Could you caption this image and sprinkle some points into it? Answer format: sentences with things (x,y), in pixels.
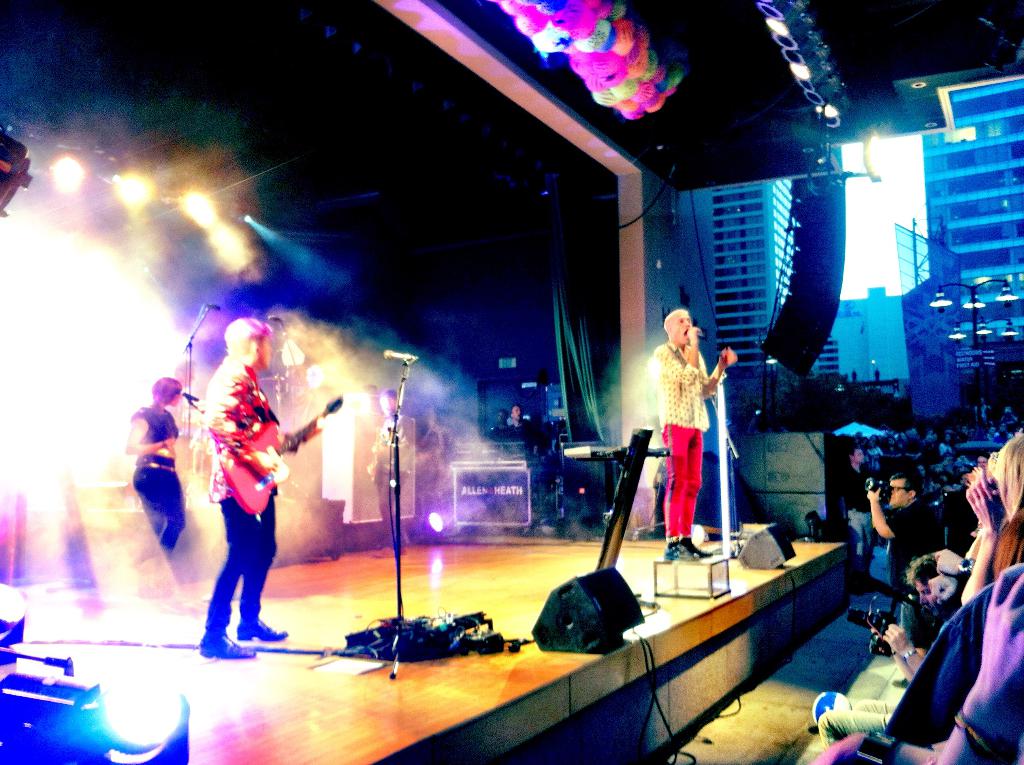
In this image, there are three persons (235,534) performing on a stage (447,568), in front of them there are mics (724,449), in the background (67,189) there are lights (230,231), on the right side (881,758) there are people (955,691) with cameras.
